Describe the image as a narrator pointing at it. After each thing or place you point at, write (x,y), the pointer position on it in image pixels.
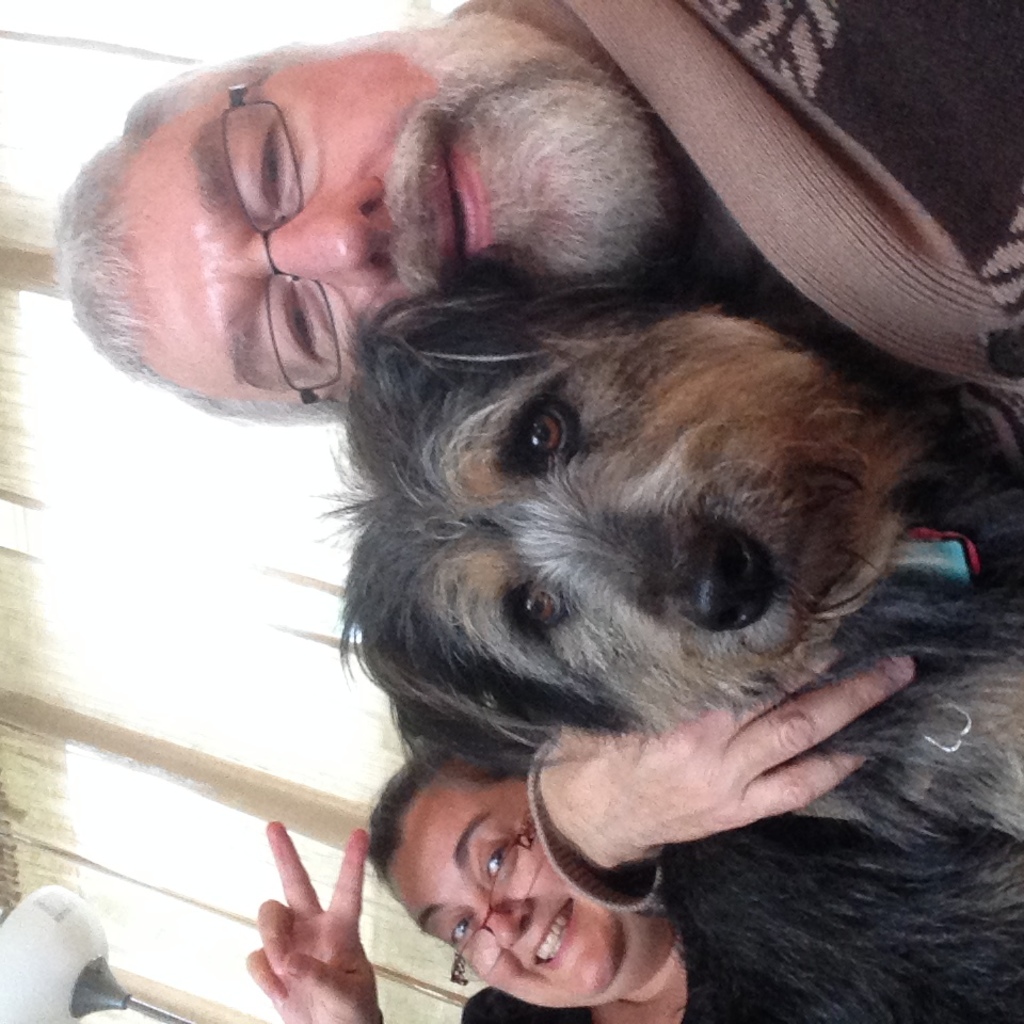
In the image we can see two persons (436,845) were smiling and we can see man (518,182) holding dog (481,489). And coming to background (158,635) we can see curtain (165,598).
